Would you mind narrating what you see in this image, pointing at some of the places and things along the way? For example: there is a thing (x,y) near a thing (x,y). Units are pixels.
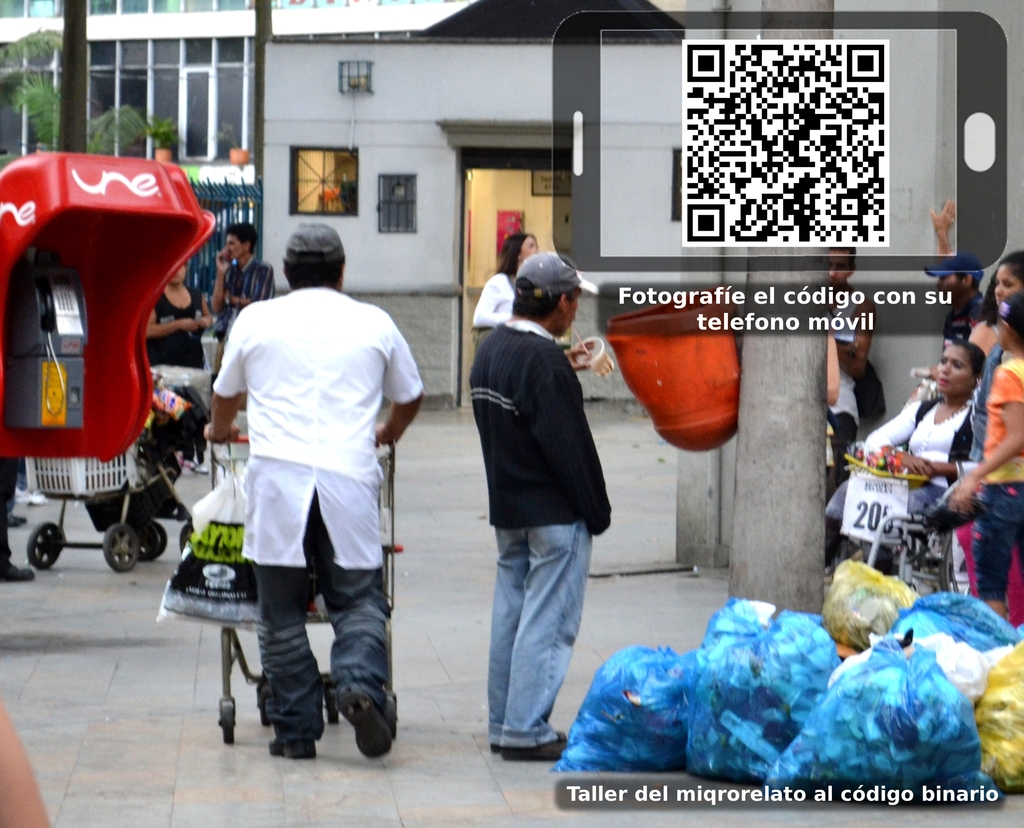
In this image I can see few people (358,466) standing. One person (316,390) is holding trolley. I can see few bags (743,773), buildings (237,23), windows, flower pots (167,135), telephone booth (68,407) and few objects (744,760) on the floor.
